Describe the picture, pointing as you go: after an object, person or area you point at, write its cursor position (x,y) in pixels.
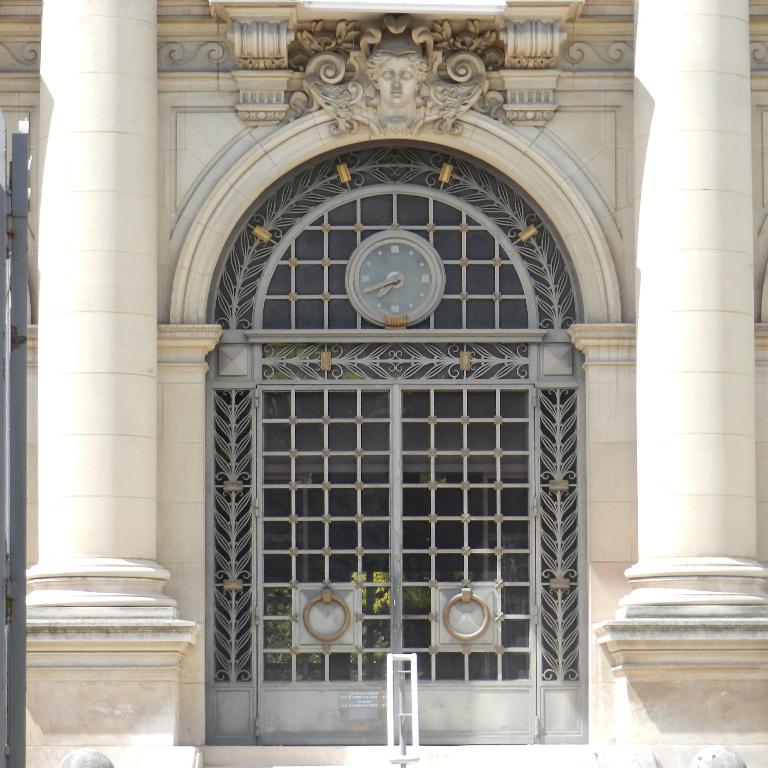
In this image I can see the grey color door (346,513) to the building (234,165). I can see the statue of person (404,47) in the top (381,90). To the side I can see the pillars (678,535).
